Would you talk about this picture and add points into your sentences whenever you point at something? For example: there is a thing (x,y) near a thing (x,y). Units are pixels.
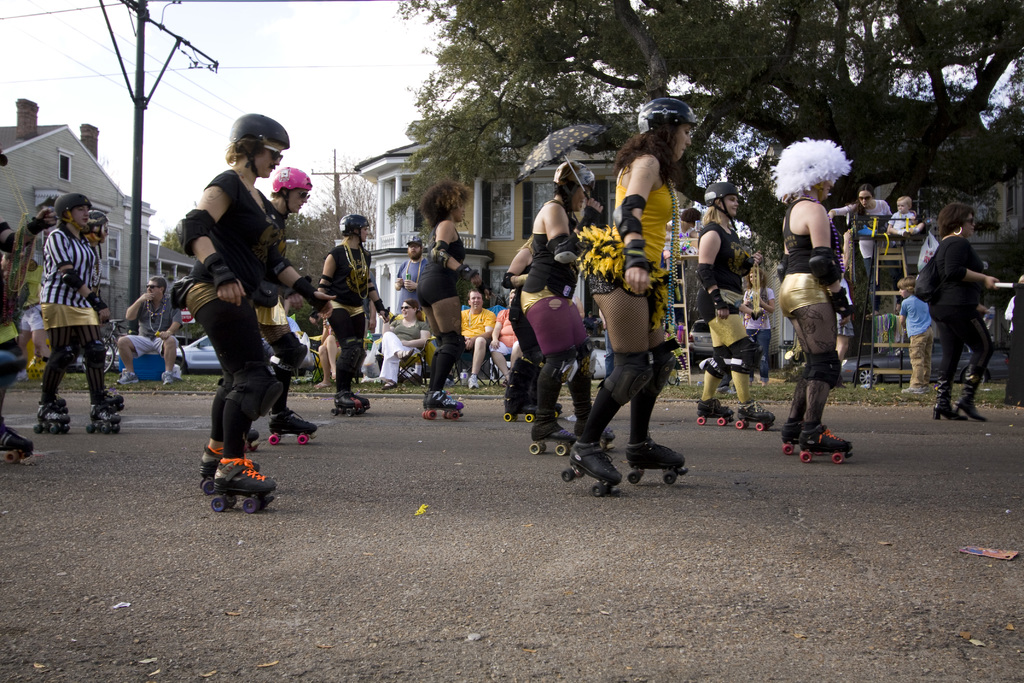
In this picture I can see few people (621,357) wore helmets (557,186) on their heads (273,133) and they wore skates (265,489) to their legs (281,396) and I can see buildings (20,113) and trees (347,187) and couple of poles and I can see few people (480,319) seated on the chairs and few cars (195,356) parked and a cloudy sky (249,83).
